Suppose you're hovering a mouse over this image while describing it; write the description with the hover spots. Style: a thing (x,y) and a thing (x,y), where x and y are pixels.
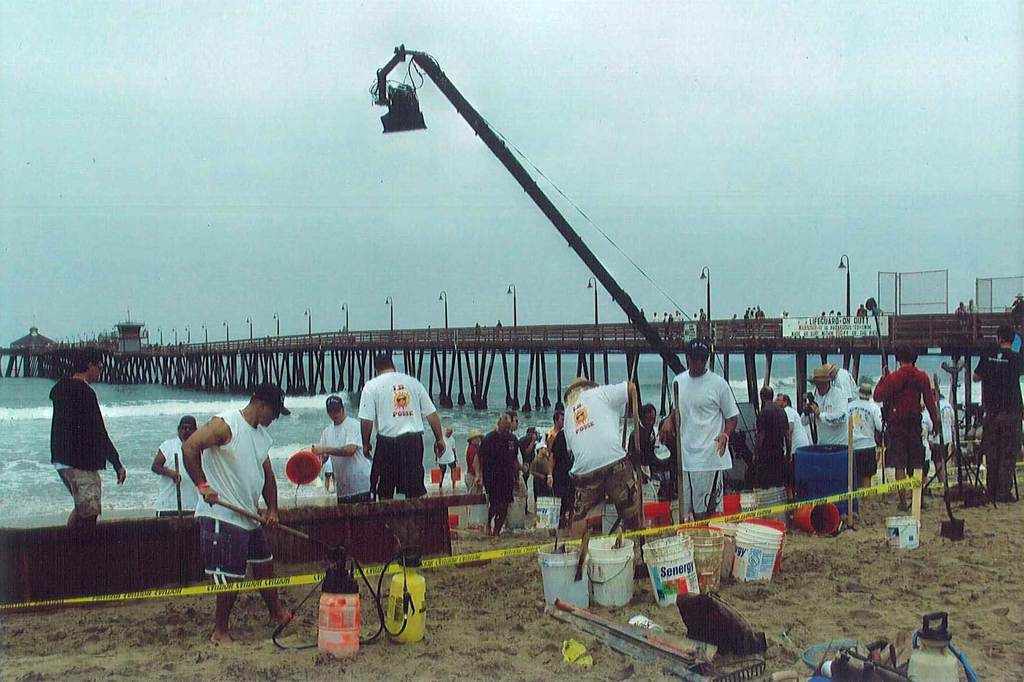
In this image in front (667,586) there are buckets (592,589) and a few other objects (707,603) on the sand (805,600). On the backside (638,524) there are people (253,456) standing on the sand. At the center of the image (490,357) there is water (306,362) and we can see bridge (651,351), crane (658,339) and lights (597,311). In the background (709,253) there is sky (790,120).
